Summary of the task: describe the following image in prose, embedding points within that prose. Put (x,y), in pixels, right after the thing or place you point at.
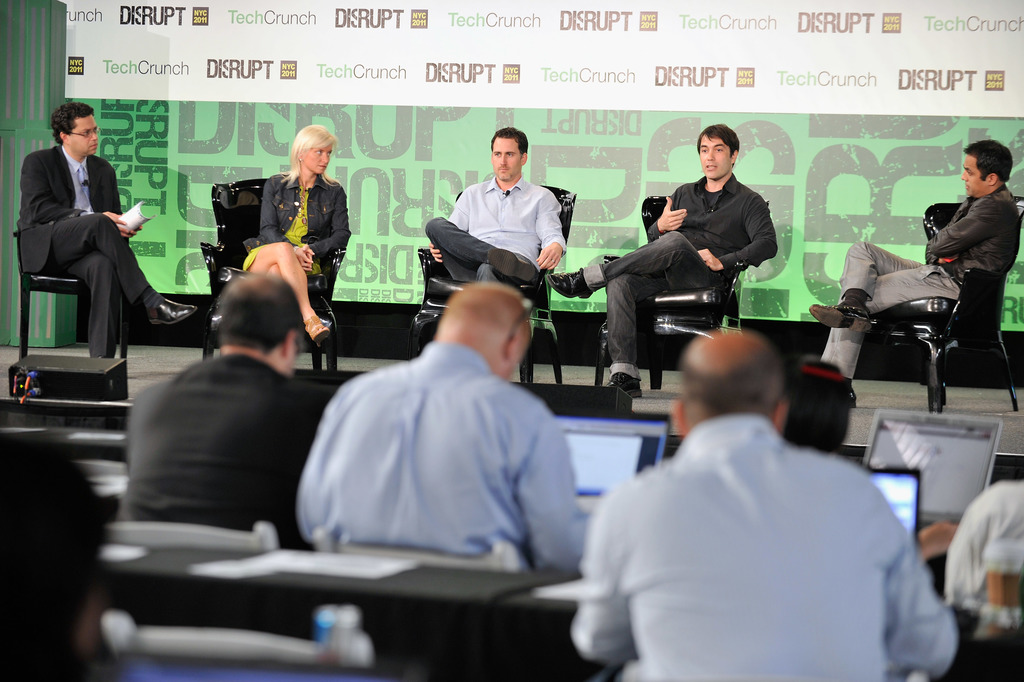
In the foreground of the image (719,341) there are people (37,566) sitting on chairs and working on laptops (633,450). In the background of the image (326,298) there are people (143,294) sitting on chairs (659,364). There is a banner (498,108).
